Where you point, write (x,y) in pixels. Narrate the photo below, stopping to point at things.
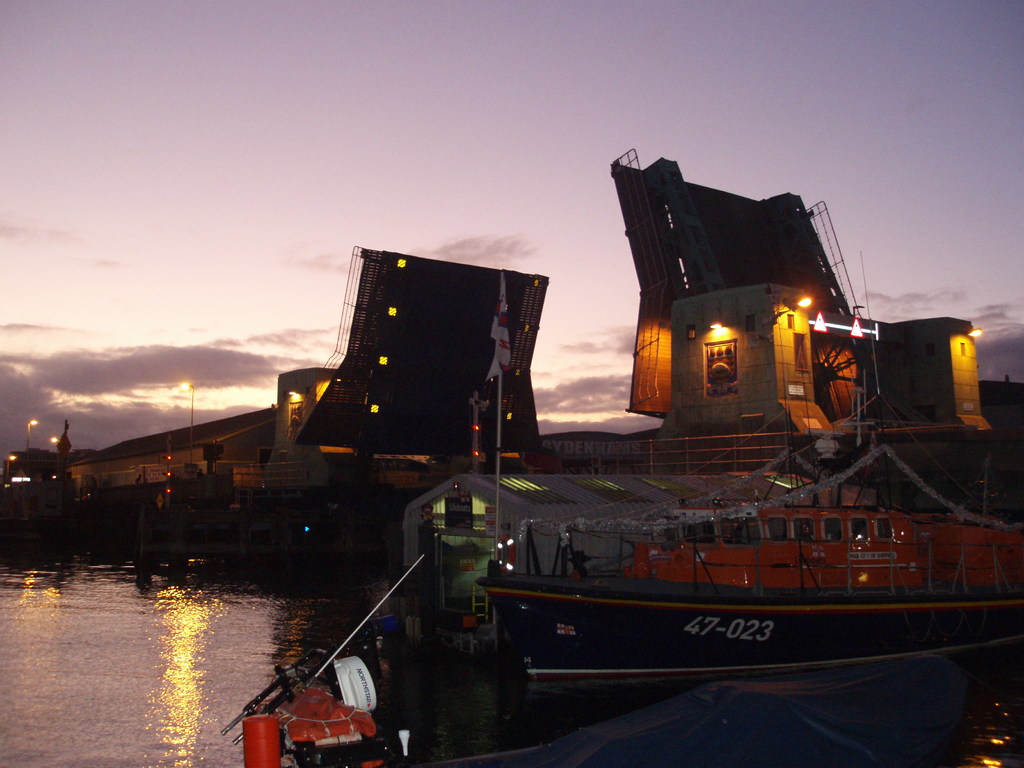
In this image, we can see boats (261,700) and at the bottom (156,704), there is water (204,615). At the top (446,145), there is sky (398,159).
